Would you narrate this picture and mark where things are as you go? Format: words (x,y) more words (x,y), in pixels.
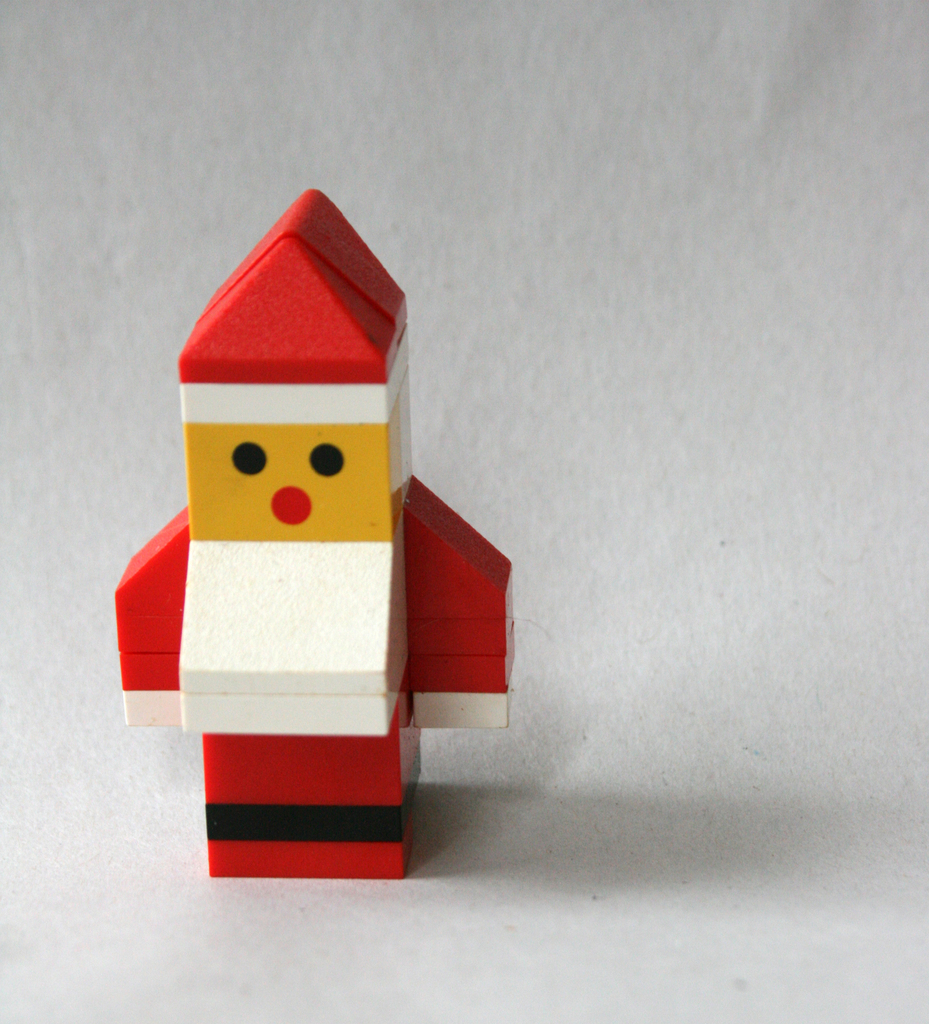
In this image we can see there is a toy (362,476) with white background (628,542).
